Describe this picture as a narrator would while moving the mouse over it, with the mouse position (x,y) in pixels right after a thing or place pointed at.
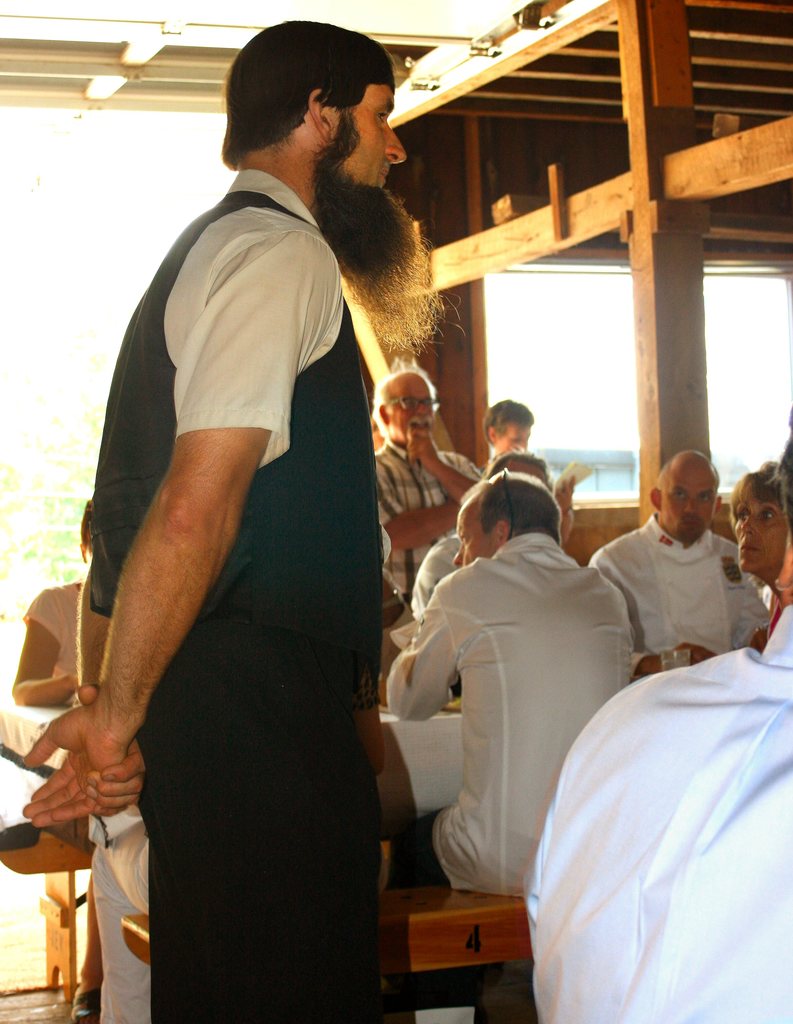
There is a man (110,798) standing and these people (510,725) are sitting on benches (495,899).
